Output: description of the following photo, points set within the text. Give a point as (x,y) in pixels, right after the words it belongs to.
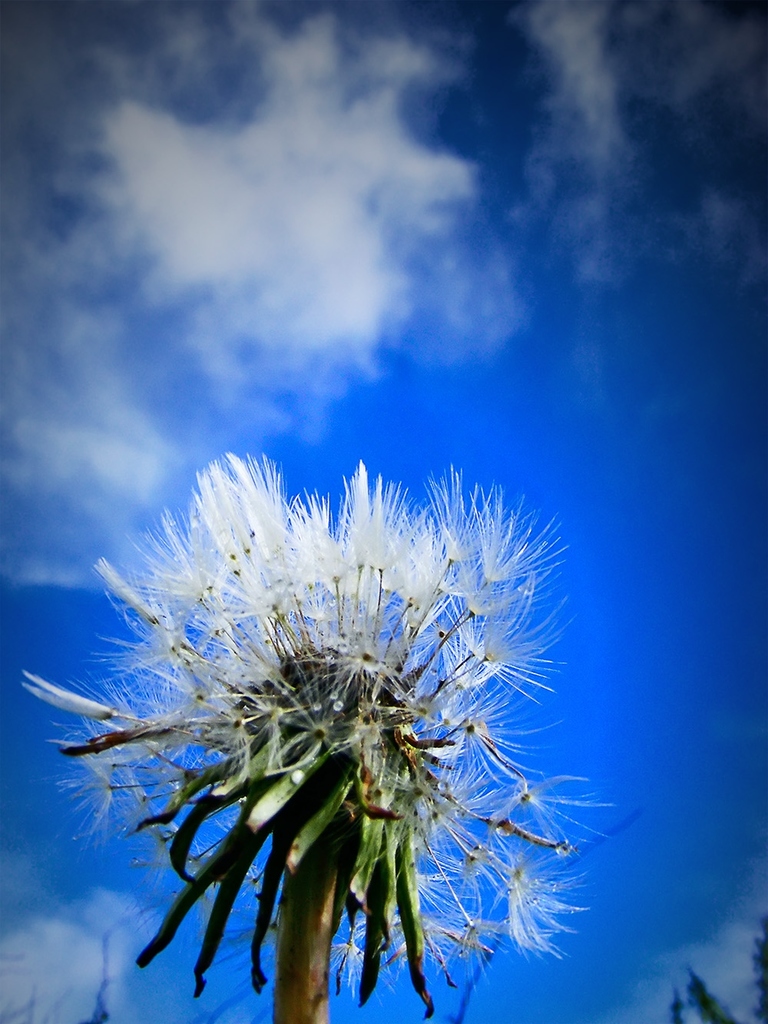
This picture is clicked outside the city. In the foreground (391,670) we can see the white color flowers (384,556) and a plant (293,815). In the background (517,427) there is a sky (686,284).
